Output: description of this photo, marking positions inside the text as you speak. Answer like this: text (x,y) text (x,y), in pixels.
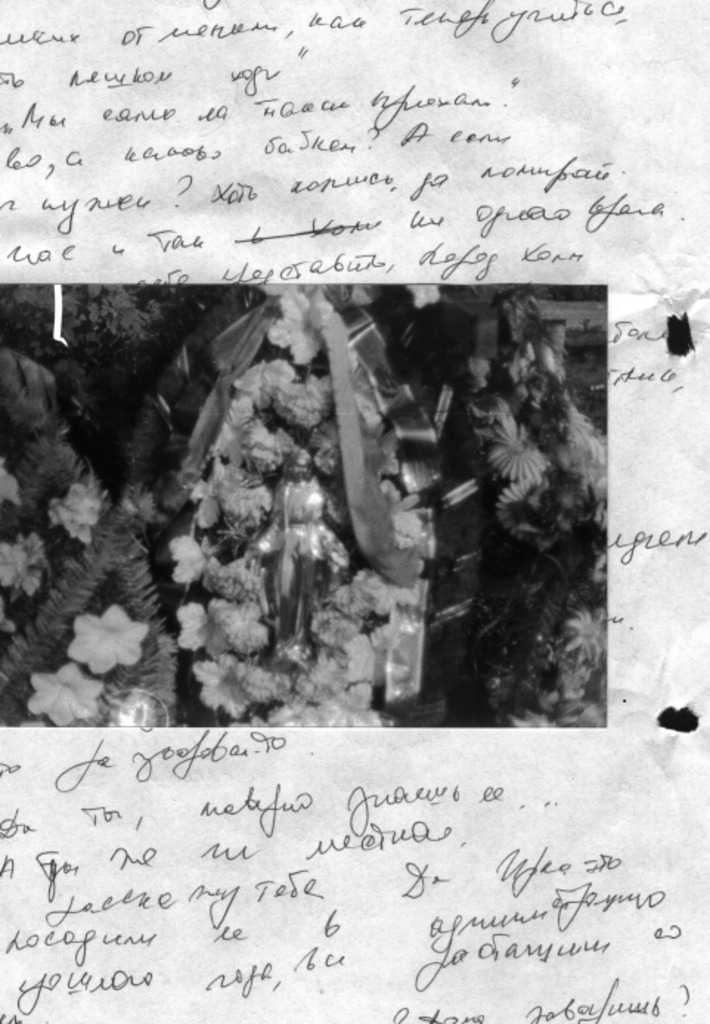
In this image we can see a paper (319,750) with text (424,871) and also an image (335,487) in the center (400,535).
